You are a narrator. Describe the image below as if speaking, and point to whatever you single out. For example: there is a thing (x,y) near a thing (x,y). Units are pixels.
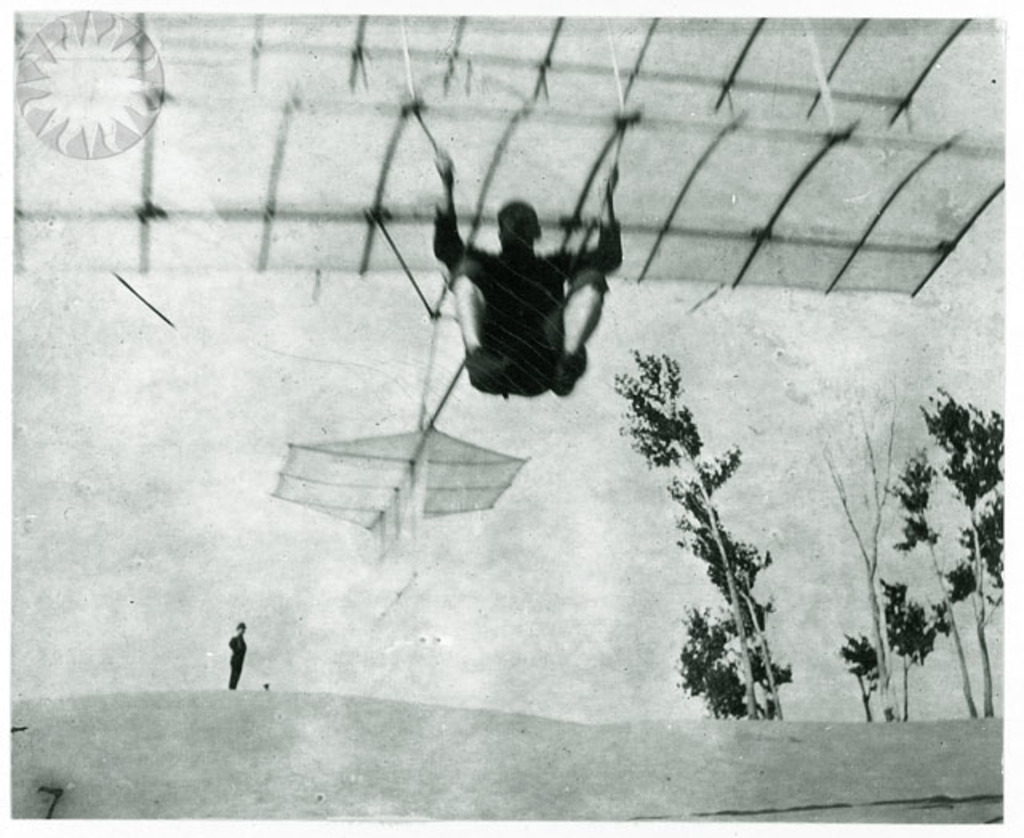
This is an old black and white image. I can see a person (522,360) holding the ropes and jumping. These are the trees (886,582). In the background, I can see another person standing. This looks like a watermark (59,85) on the image.
